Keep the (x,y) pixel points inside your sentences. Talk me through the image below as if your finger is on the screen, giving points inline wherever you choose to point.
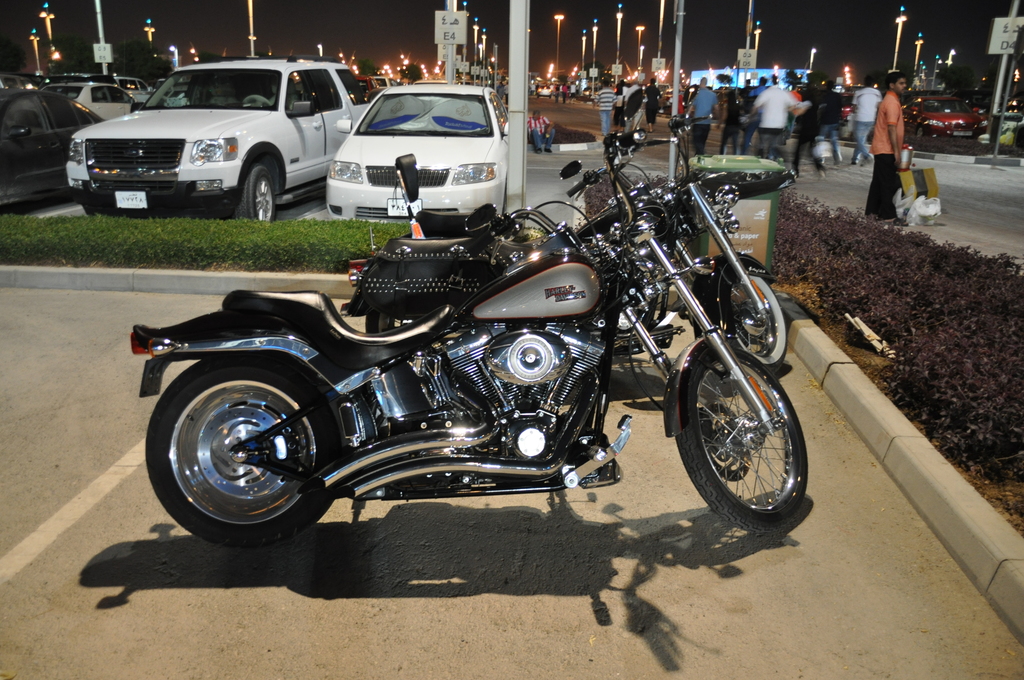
In this image we can see two bikes (492,388), behind cars (328,177) are present and humans (770,121) are walking on the road (952,199). Right side of the image (955,343) plants (925,285) are there. Background of the image (897,48) poles (583,50) are present.
